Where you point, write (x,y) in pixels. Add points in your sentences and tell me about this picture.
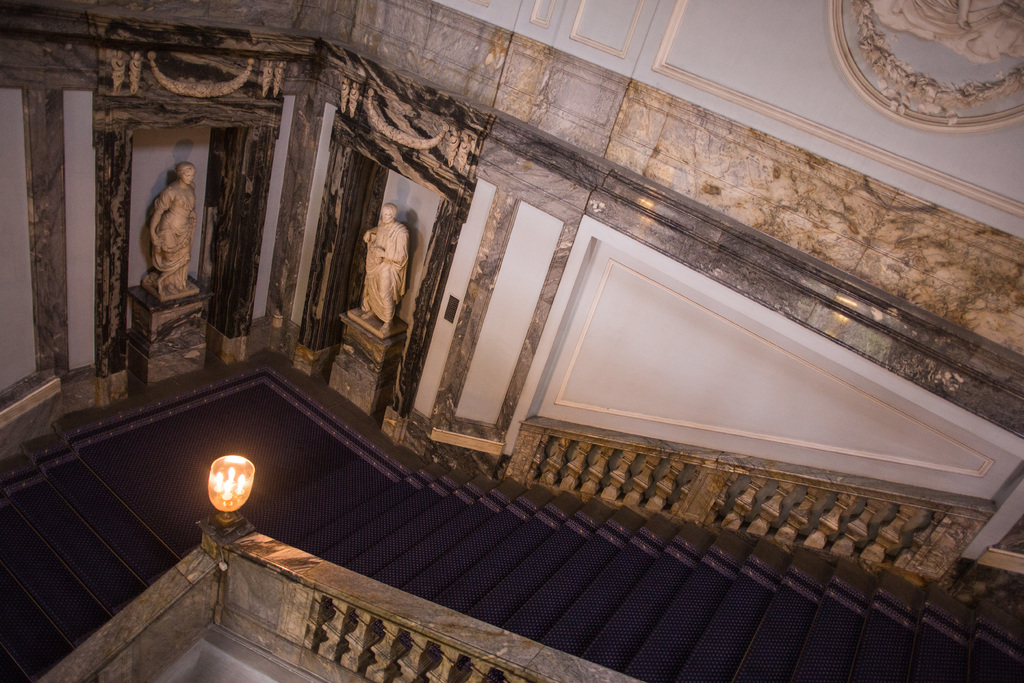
In the image there are stairs (327,471) and behind the stairs (314,447) there are sculptures (393,269), in the background (609,176) there is a wall (663,220) and there is a light (214,480) fixed on the railing (359,632) of the stairs (173,556).
